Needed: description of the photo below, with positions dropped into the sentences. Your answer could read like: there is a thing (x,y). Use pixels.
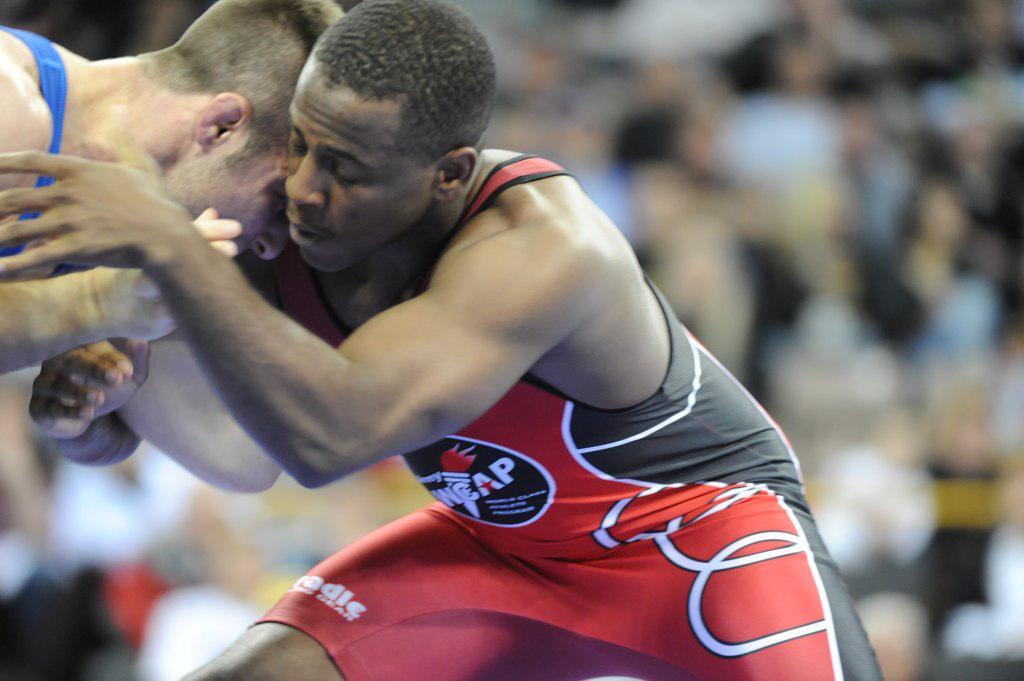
In this picture there are two wrestlers (434,375) fighting with each other. Behind there is a blur background (537,105) with some audience (809,370) sitting behind.
